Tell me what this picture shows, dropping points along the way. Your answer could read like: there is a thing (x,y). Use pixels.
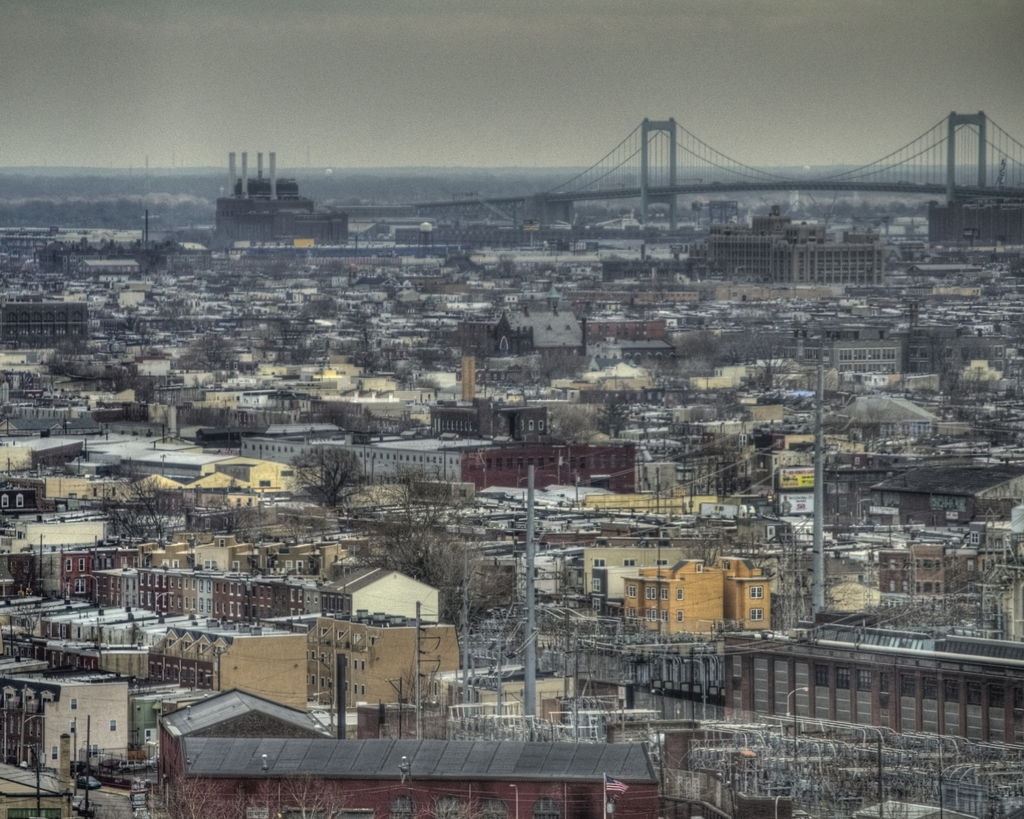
In the image I can see buildings (410,401), poles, wires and some other objects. In the background (486,198) I can see trees (355,331), a bridge (594,185) and the sky (303,94).
